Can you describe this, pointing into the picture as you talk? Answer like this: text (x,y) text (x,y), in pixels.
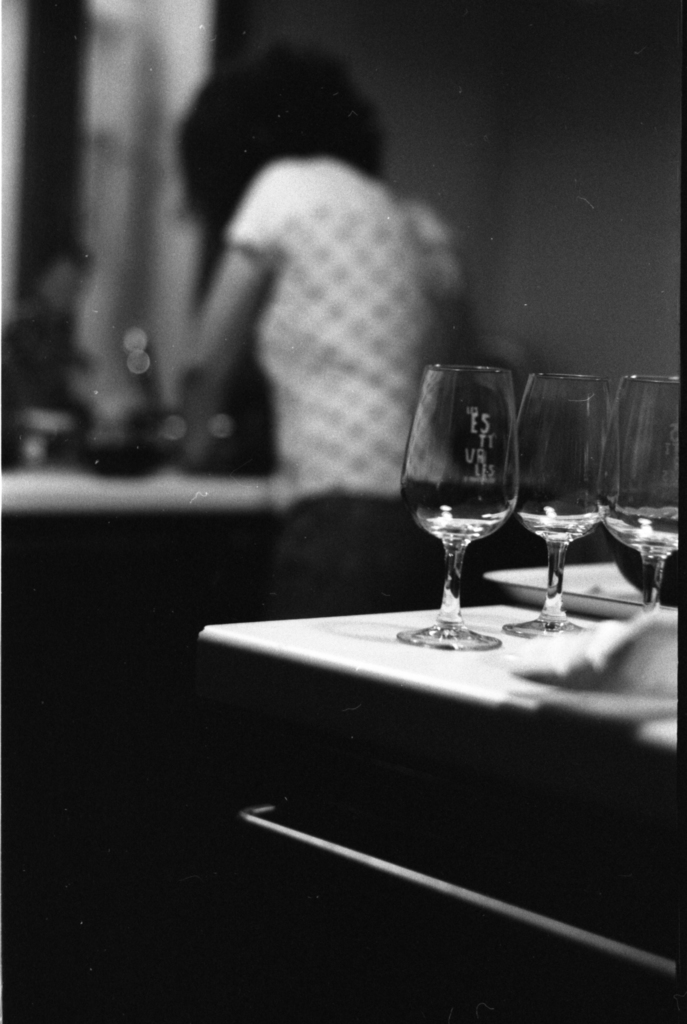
In the bottom right corner of the image (480,683) there is a table (398,617), on the table (290,676) there are some glasses (618,496) and plates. Behind the table (279,626) a person (265,360) is standing. Behind her there is wall (668,44).
